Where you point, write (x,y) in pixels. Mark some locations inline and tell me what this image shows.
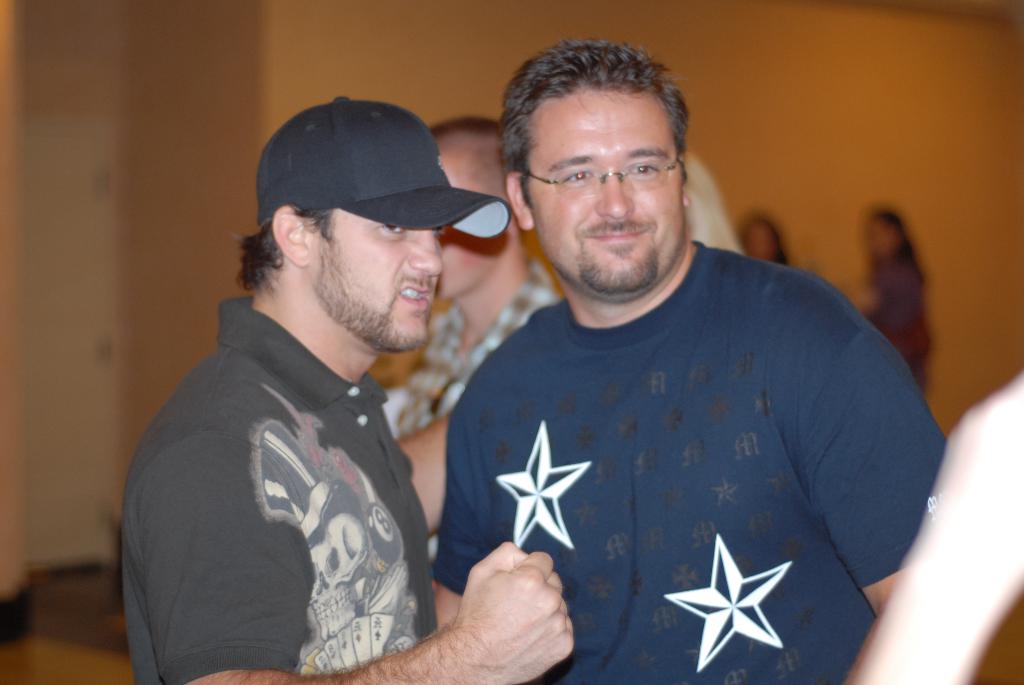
There are many people (532,390). Person (380,478) on the left (251,488) is wearing a cap (397,212). Person (610,275) on the right (692,360) is wearing a specs (648,179). In the back (222,128) there is a wall (892,171).
